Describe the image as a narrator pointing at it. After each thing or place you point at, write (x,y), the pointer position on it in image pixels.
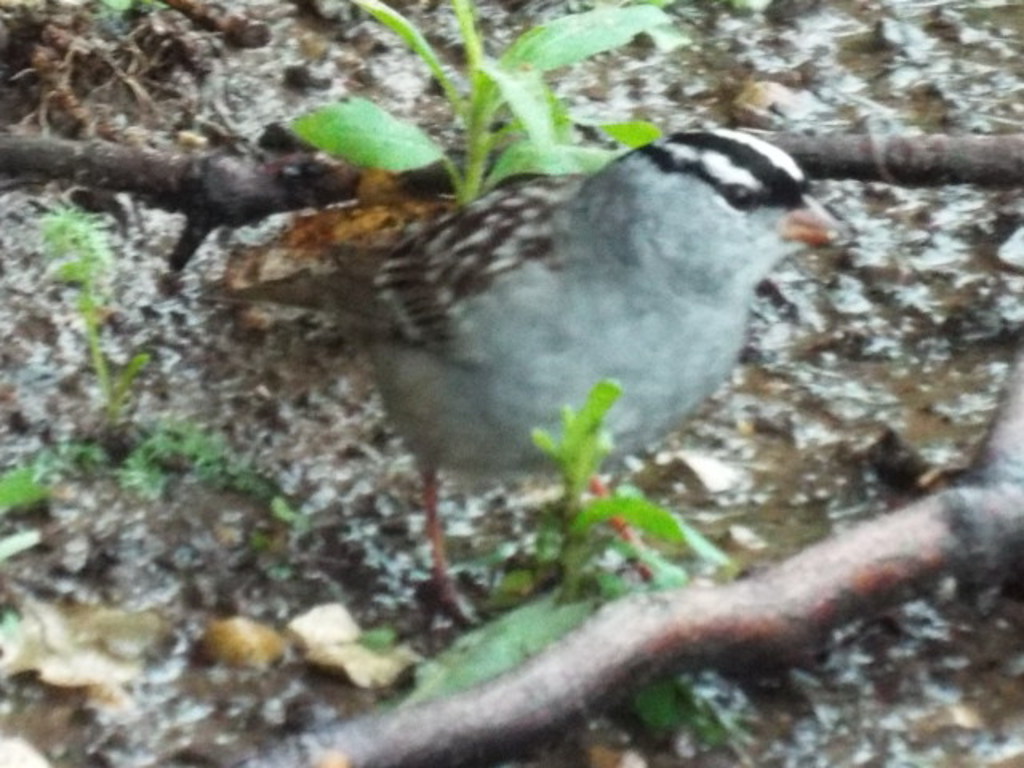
In the center of the image (439,343) there is a bird (374,253). There are plants (473,173) and twigs (893,156).
